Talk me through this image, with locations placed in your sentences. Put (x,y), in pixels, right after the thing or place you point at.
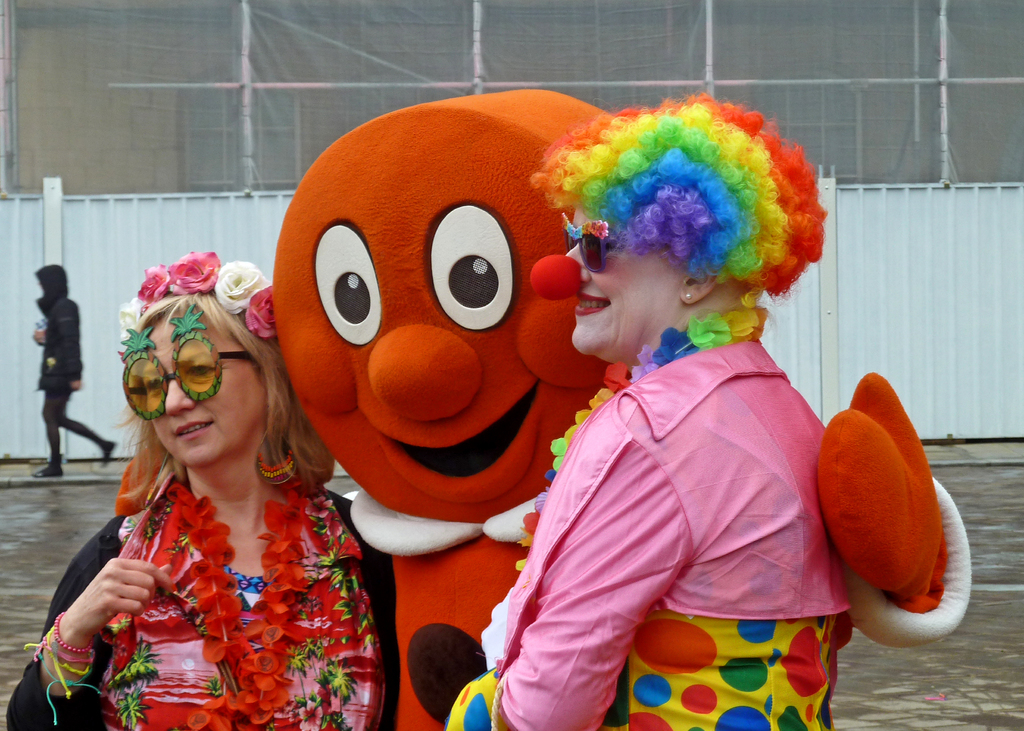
In this image there are people (592,531) wearing costumes (611,580) and standing on a pavement (902,667), in the background (65,394) there is a person (56,448) walking and there is a wall (982,227).
